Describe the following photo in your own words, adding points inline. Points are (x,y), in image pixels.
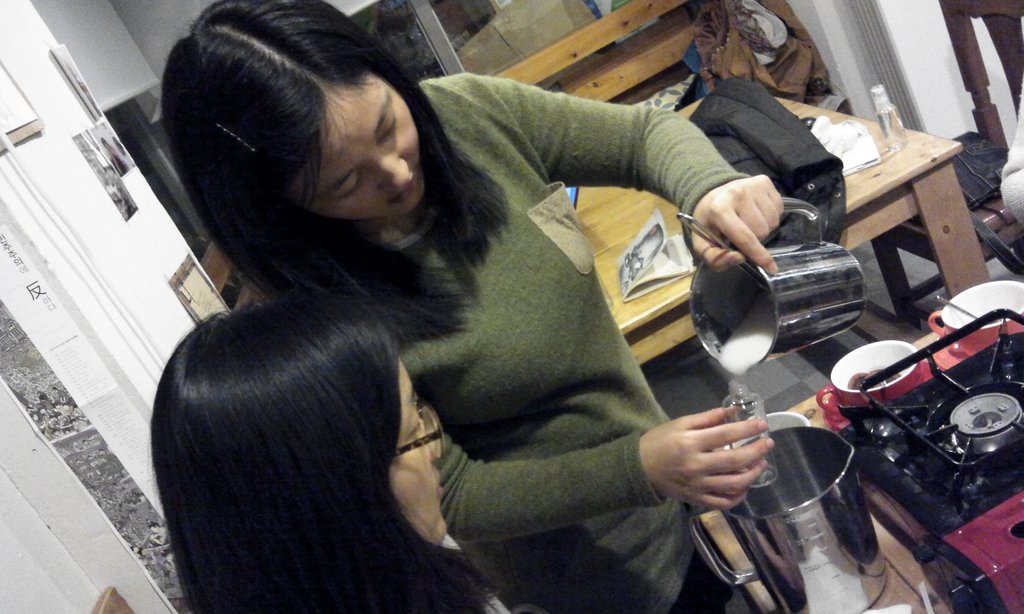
in this picture we can see two women's (409,415) are standing here and beside them one table (889,194) is there and one chair (947,21) is present and they are preparing some drink (745,346) and pouring into the bottle (744,400) and stove (922,430) is there and some cups (980,299) are there.
